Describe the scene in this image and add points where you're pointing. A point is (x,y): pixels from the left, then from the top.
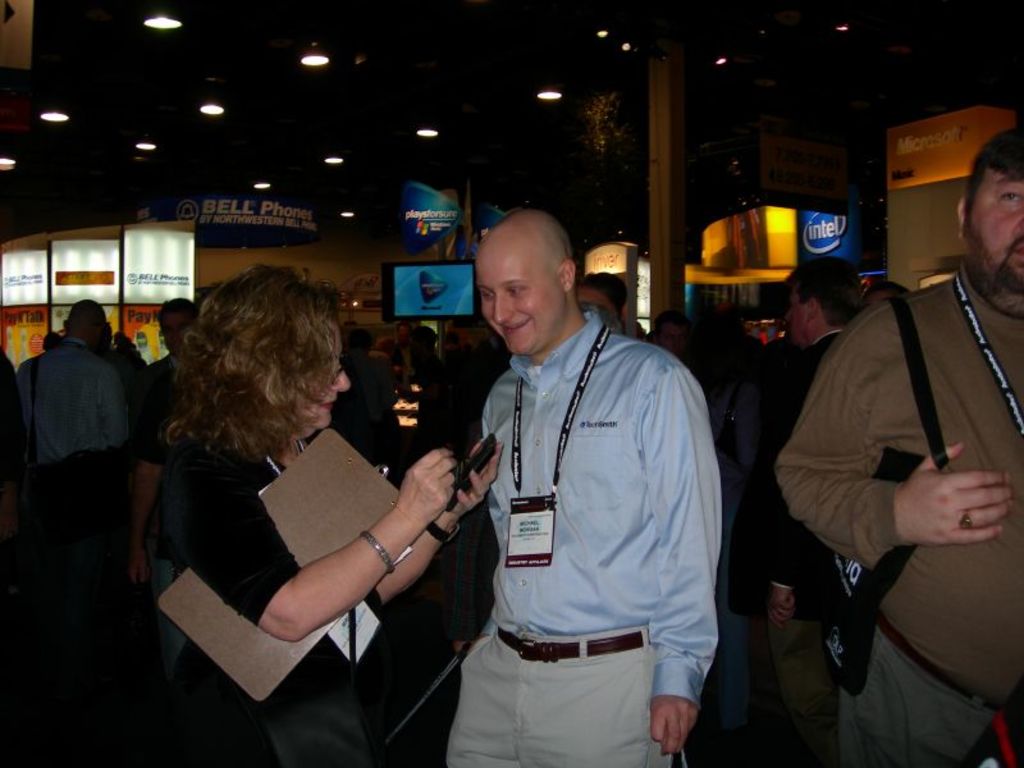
In this we can see a few people (582,513), some of them are wearing access cards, a lady (429,518) is holding a cell phone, and a clip board (377,498), at the background (372,70), there are some boards (135,274) with some texts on it, there are some lights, also we can see a TV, and the rooftop (729,56).
